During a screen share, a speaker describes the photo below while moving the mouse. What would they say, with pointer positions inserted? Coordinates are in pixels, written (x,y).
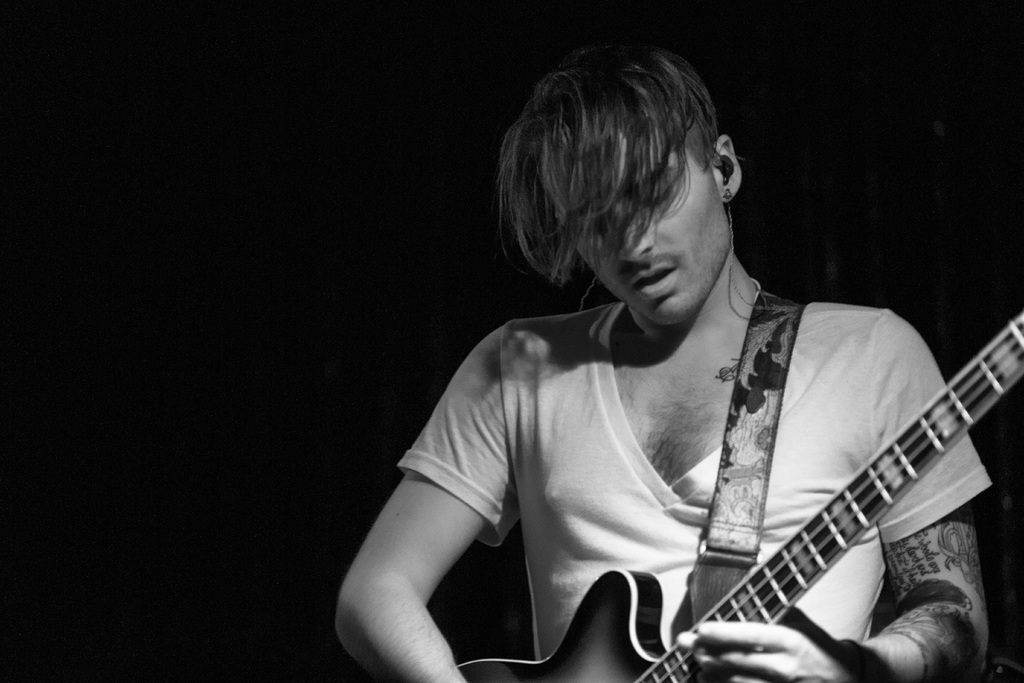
In this picture we can see man (835,434) holding guitar (893,452) with his hand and looking at the guitar (716,612) and in background (423,425) it is dark.
